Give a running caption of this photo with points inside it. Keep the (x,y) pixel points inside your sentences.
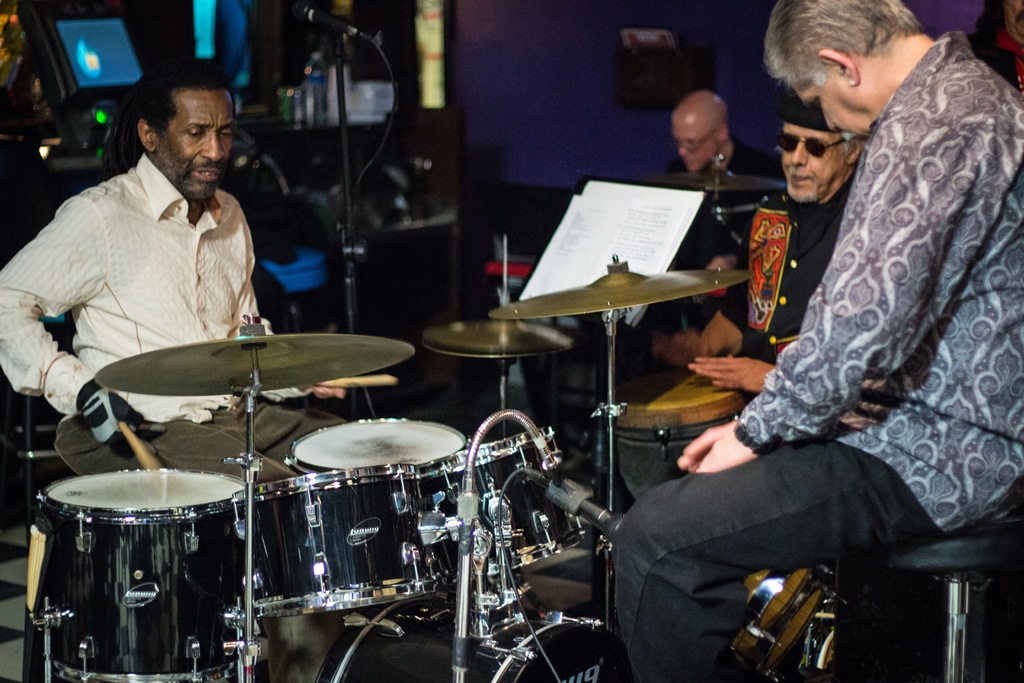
In the foreground of this image (166,277), there are persons (969,422) sitting on the stools (930,543) and there are drums (440,516) in front of them and a man (727,383) sitting and playing a hand drum (664,426). In the dark background (506,116), there is a mic (348,34), wall (481,76), screen (113,41) and remaining are not clear.
